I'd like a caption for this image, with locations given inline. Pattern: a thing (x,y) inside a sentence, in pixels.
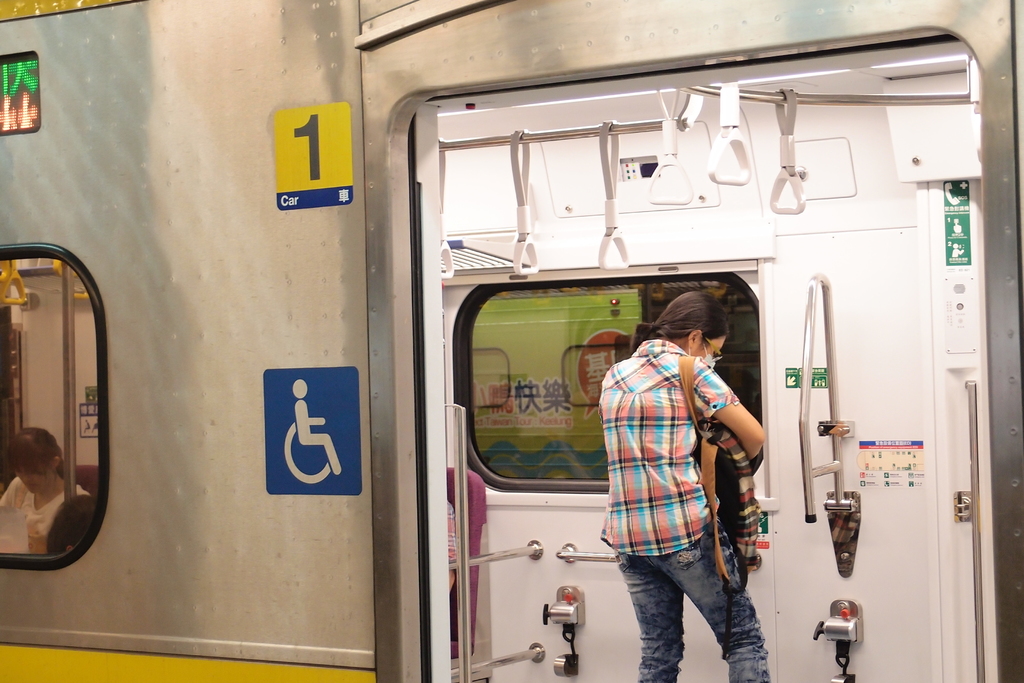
In the image I can see a person (708,580) who is in the train (817,334) in which there are some holders (17,284), stands (830,322) and she is wearing the backpack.
